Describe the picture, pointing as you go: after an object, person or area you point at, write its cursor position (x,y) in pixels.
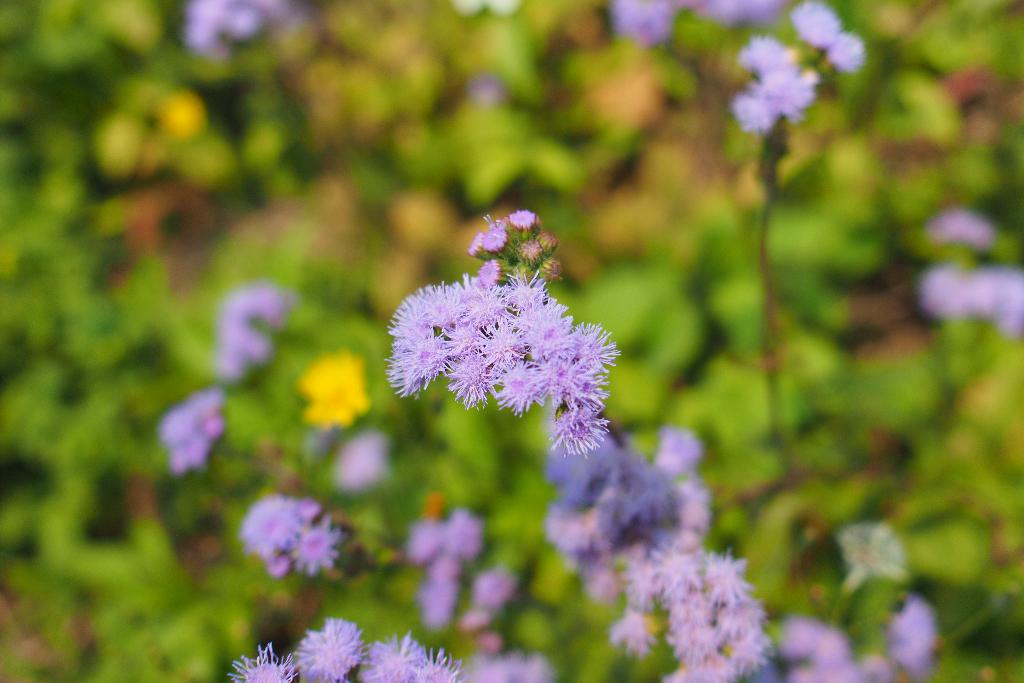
In this image there are lavender color flowers (600,506) in the middle (432,371). In the background (561,195) there are small plants (580,229).
